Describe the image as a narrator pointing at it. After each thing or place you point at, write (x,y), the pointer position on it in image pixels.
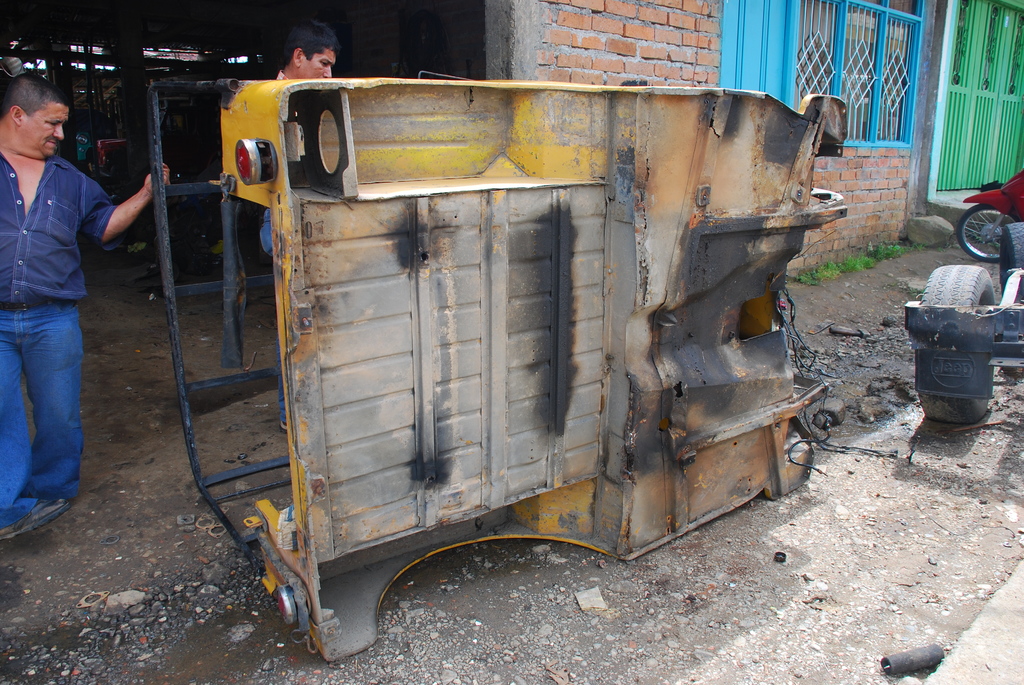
In this image I can see there is a metal vehicle structure (400,318) and there are two persons (64,178) standing at the left side (10,209). There is a brick wall (610,62) in the background (839,84) with few windows (846,89) and doors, the background (108,118) at left side (41,28) is a bit dark.
